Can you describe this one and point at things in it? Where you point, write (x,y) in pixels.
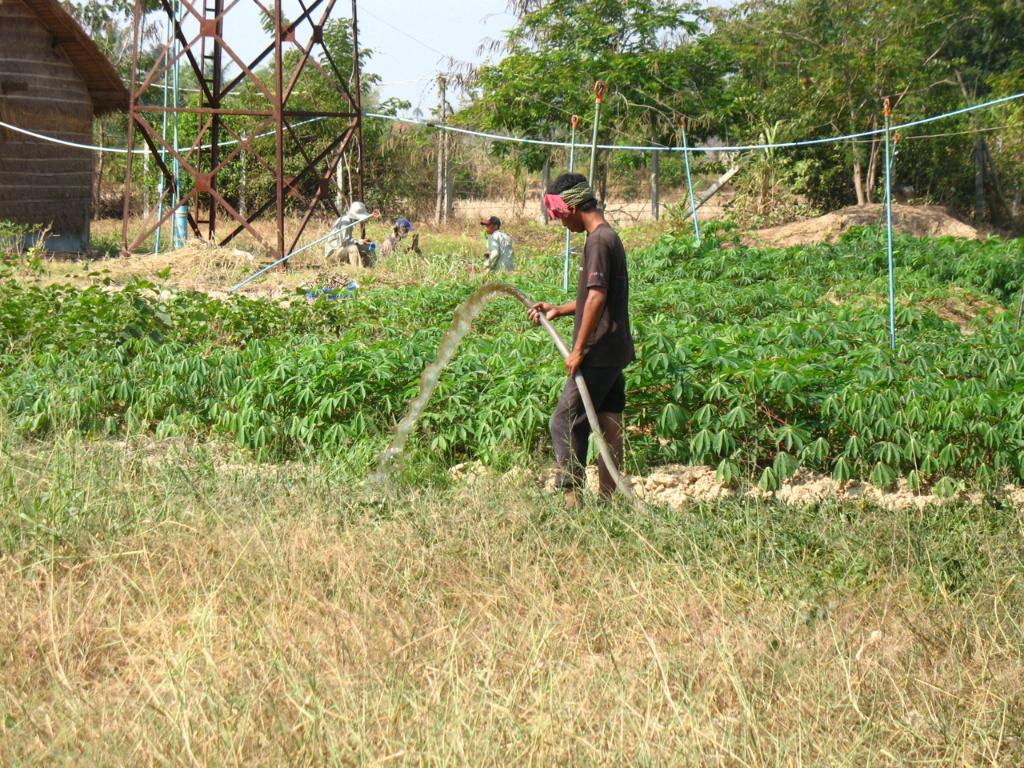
In the center of the image (619,333), we can see a person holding a water pipe (540,321) and in the background (523,361), there are plants (807,253), trees (756,136), poles (707,192) along with wires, a tower (285,116) and we can see a shed (49,134) and we can see some people (331,250). At the bottom (438,615), there is grass (468,630) and at the top (402,49), there is sky (403,32).
